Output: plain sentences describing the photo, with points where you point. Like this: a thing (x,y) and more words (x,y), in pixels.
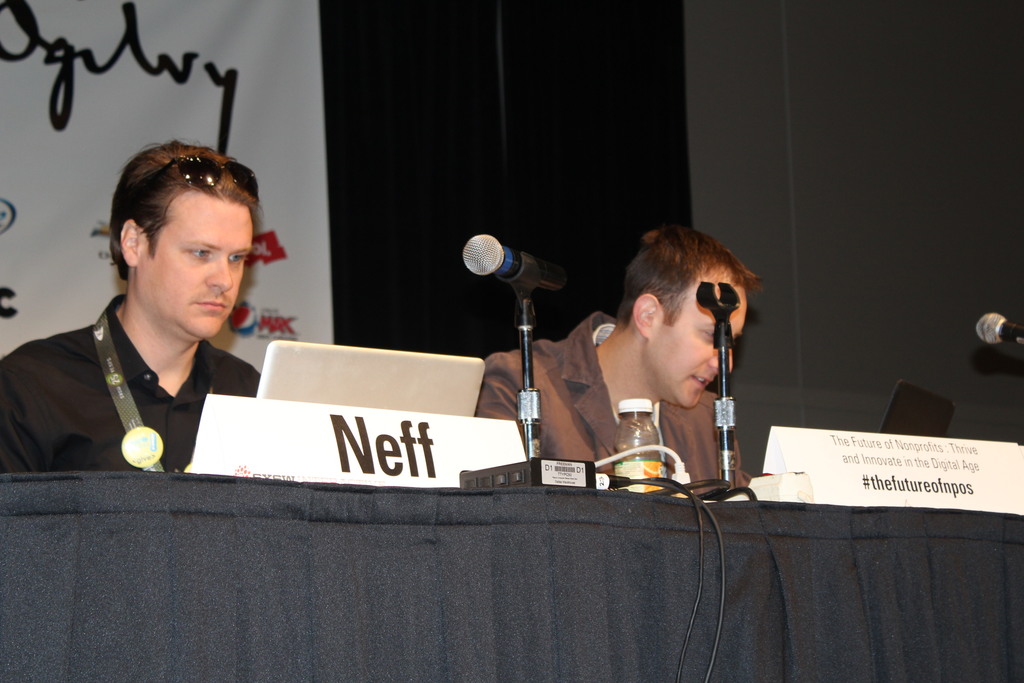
There are two persons (654,393) present in the middle of this image (516,356). The person (171,380) on the left side (102,398) is wearing a black color shirt (94,417). There is a laptop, Mics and other objects (580,480) are kept on a table (388,497) which is covered with a black color cloth (580,548). There is a wall (872,238) in the background (884,242). We can see a wall poster (137,115) present on the left side of this image (100,122).
